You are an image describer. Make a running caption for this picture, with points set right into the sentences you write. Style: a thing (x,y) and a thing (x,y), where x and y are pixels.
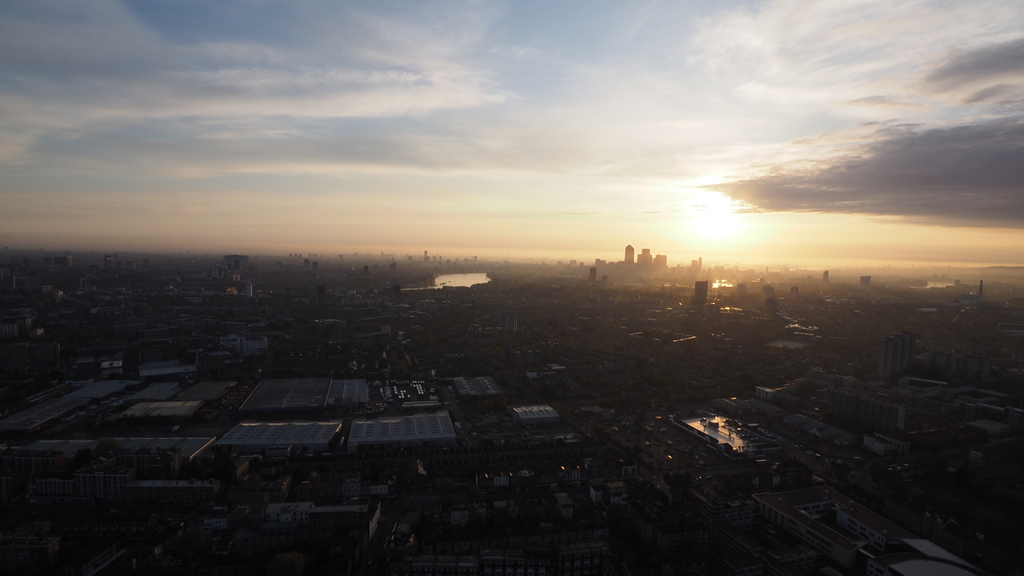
As we can see in the image there are buildings (646,321), water (482,284), sky (507,150) and clouds (670,142).
